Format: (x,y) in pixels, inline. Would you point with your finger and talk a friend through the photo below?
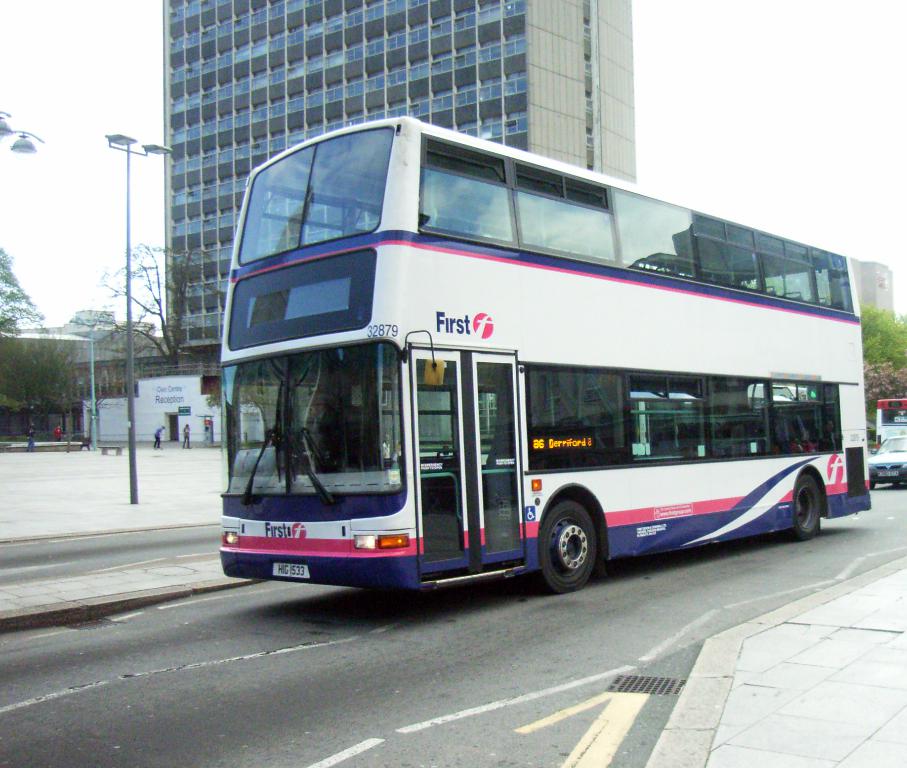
This picture is clicked in the city. In this picture, we see a double decker bus (579,376) is moving on the road (359,623). Beside that, we see a street light (134,437). There are trees (64,404), buildings (180,164) and poles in the background (896,394). On the right side (882,361), we see the trees (866,318) and buildings (879,279). In the right top of the picture (835,115), we see the sky (783,124).
